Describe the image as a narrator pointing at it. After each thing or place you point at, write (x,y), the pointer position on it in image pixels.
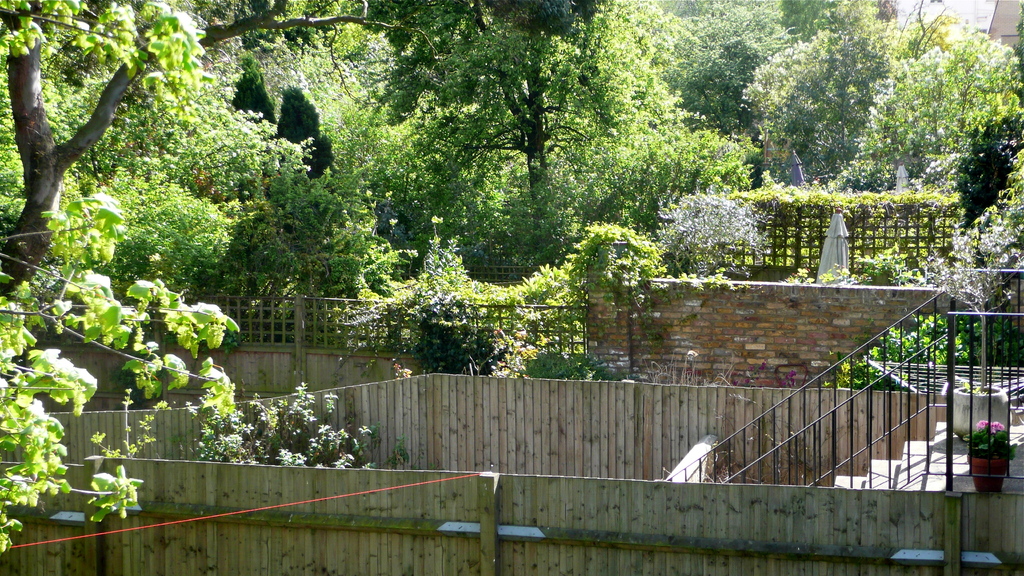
This picture consists of a garden (546,115) and in the garden (776,82) I can see trees (643,91) and staircase (830,456) and plants (988,440) and rope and fence (593,432), wall (726,364).
